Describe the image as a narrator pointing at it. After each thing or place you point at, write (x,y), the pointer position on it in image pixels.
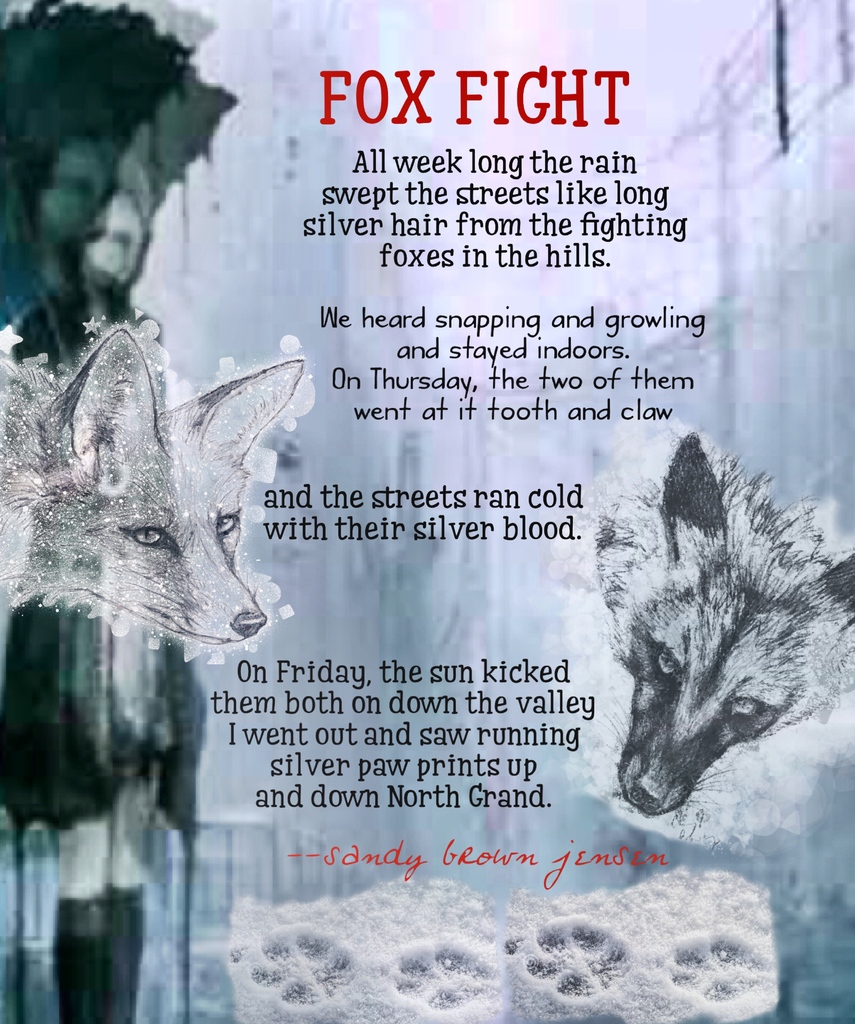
In this image we can see a poster (384,492) with two animals (225,542) and there is a text (439,326) present on it.
